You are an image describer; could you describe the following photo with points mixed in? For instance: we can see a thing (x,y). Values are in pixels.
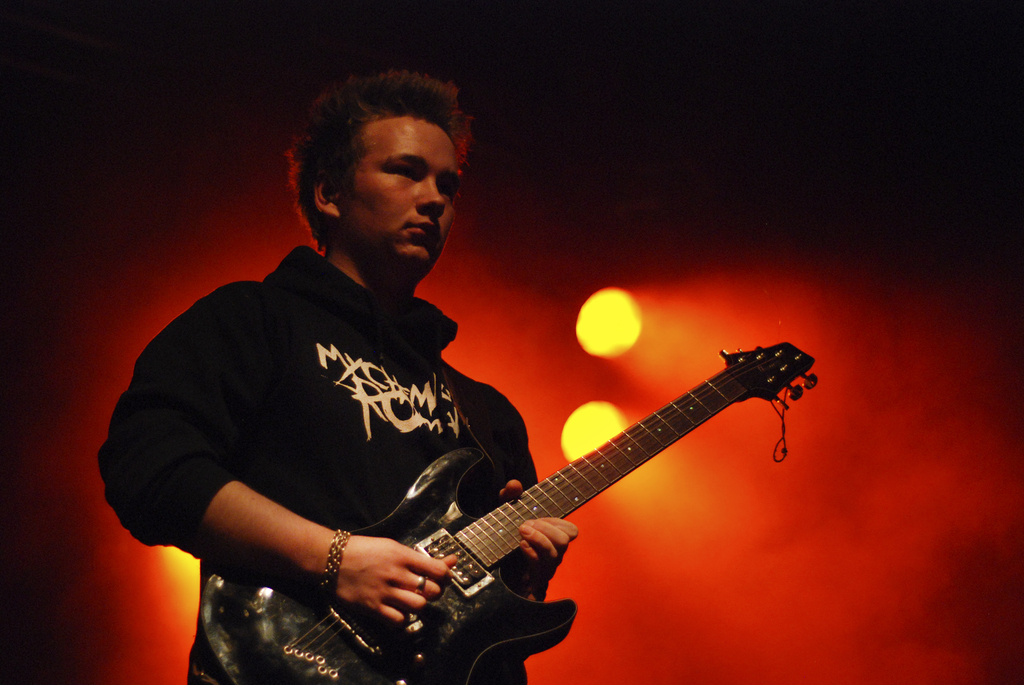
In the given image we can see a man (275,368) wearing black color jacket (246,419) and holding guitar (409,529) in his hands (408,591). Back of his there is a red light (629,330) emitting.
